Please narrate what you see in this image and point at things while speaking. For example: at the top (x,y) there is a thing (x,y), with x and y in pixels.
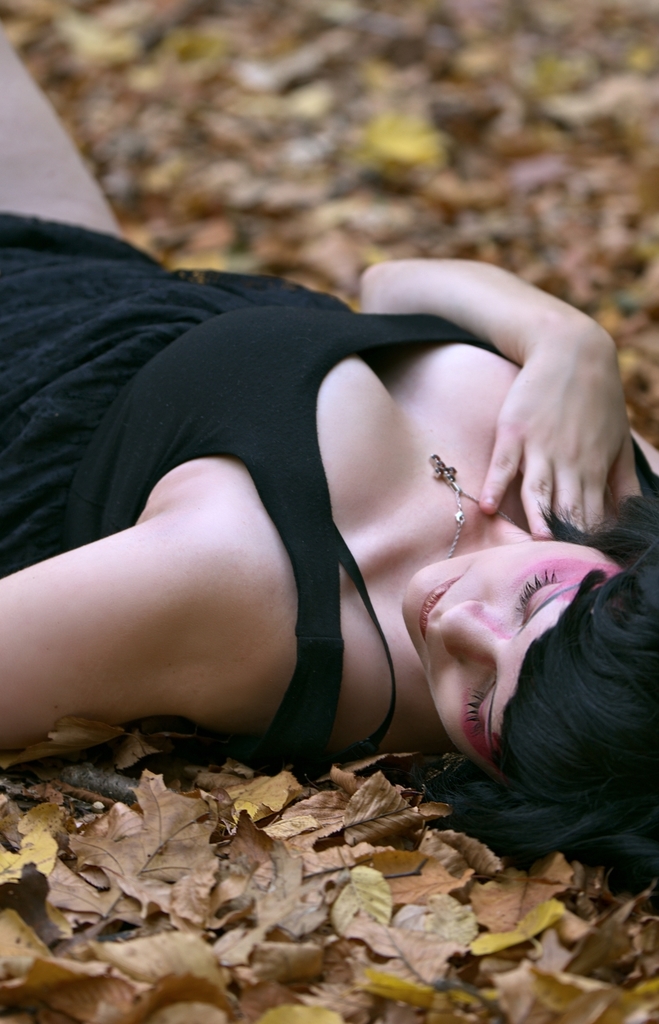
In the foreground of this picture (280,659), there is a woman (353,617) in black color dress (43,437) lying down on the dried leaves (145,782).
